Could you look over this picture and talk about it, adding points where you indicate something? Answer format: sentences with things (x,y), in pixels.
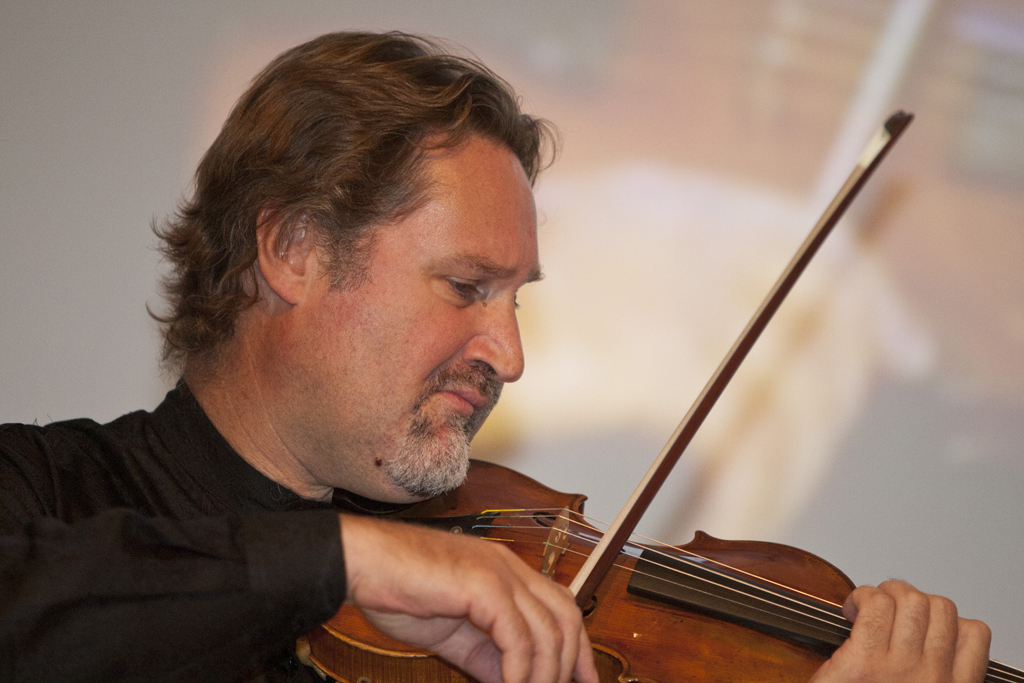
There is a person (310,329) in black color shirt (233,455), holding a violin (658,568) and playing. In the background (683,169), there is a screen (359,26). And the background (58,288) is white in color.
